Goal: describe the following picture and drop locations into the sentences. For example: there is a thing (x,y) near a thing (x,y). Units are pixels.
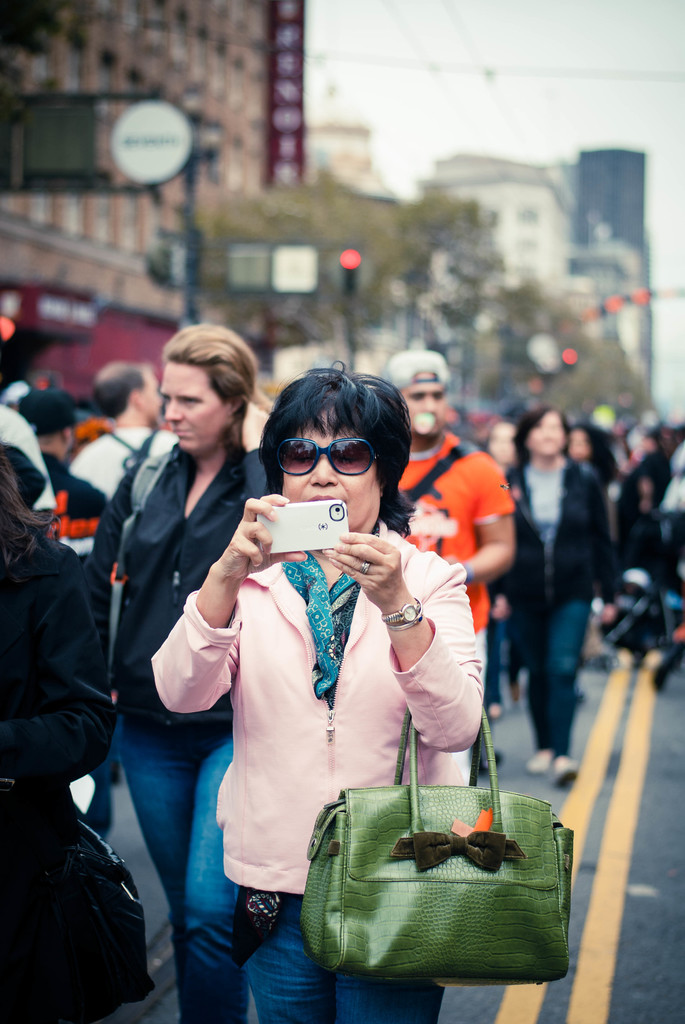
this picture shows a group of people (520,601) walking on the road (529,742) and a woman (228,621) holds a hand bag (463,970) and a mobile phone (337,501) in her hands (401,592). we see buildings (249,188) and trees (322,273).
